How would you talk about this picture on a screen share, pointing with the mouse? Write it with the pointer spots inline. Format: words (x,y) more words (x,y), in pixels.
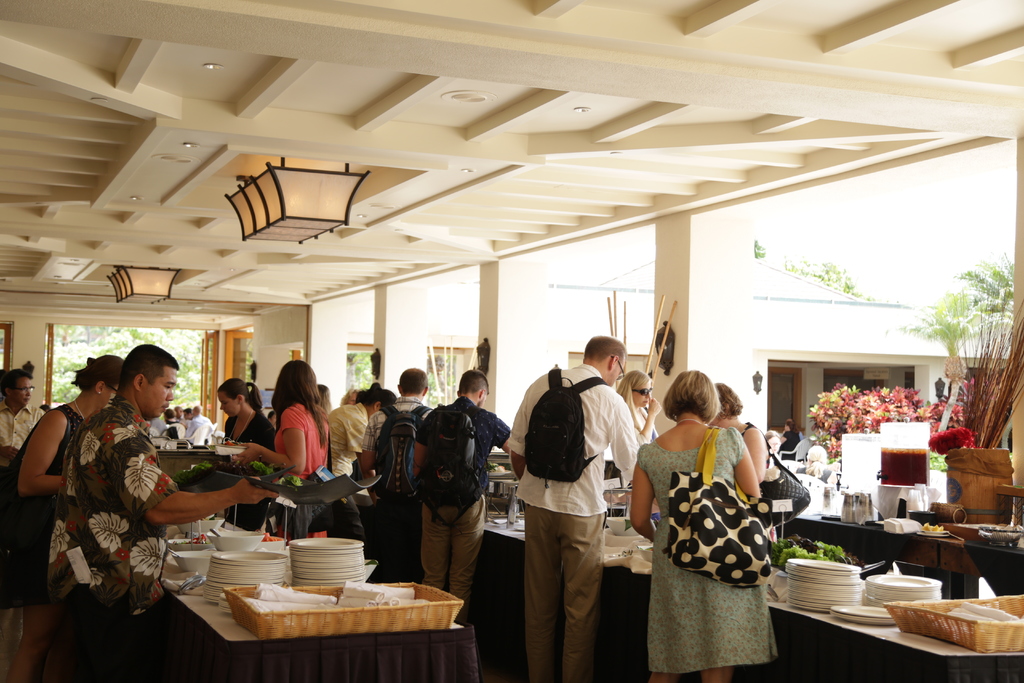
In this picture, we see group of people (347,450) standing and serving food (498,464) in their plates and we see few trees (948,342) around.
